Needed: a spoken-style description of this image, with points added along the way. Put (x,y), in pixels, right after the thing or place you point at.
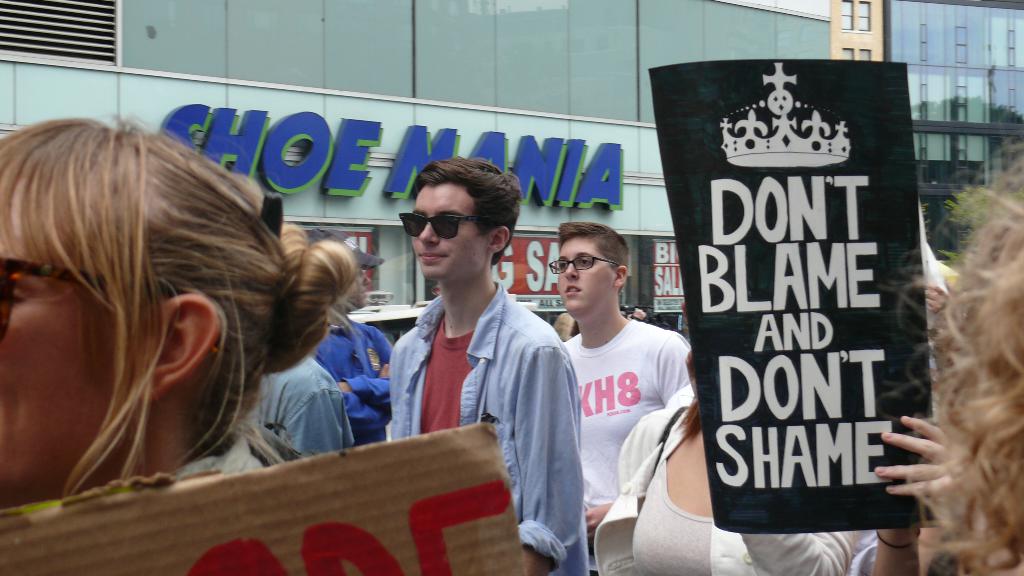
Here in this picture we can see a group of people (366,335) standing over a place and some of them are holding placards (780,427) and we can see some of them are wearing goggles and spectacles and beside them we can see stores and buildings (867,54) with number of windows (922,88) present.
